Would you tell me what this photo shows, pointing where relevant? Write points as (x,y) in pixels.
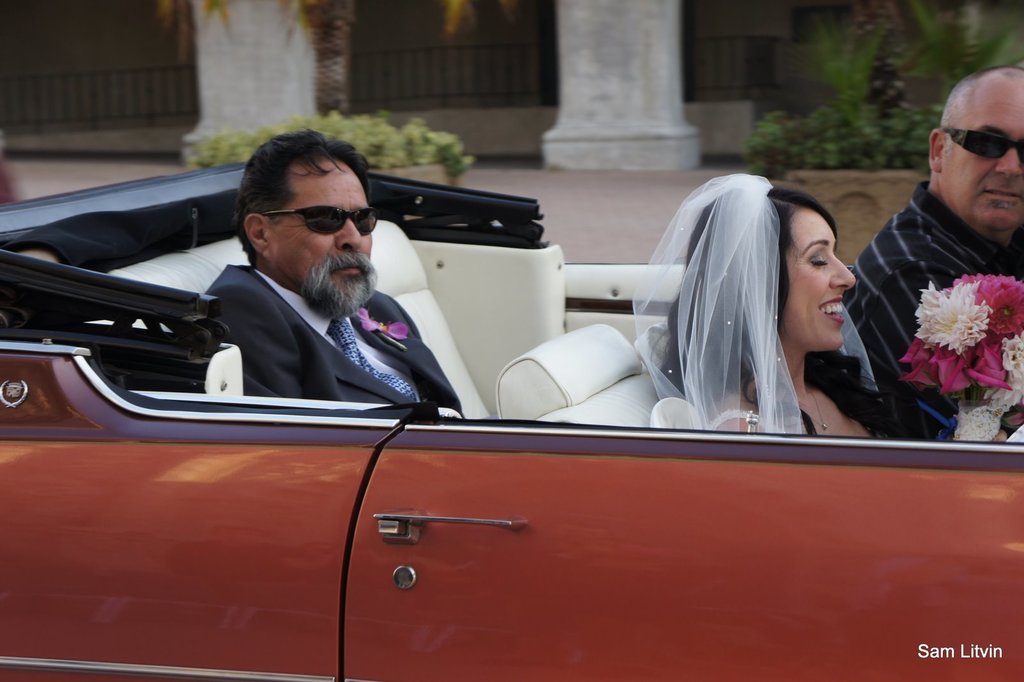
In this image there are three persons (261,377) sitting in a car (194,319). There are two men (420,359) and one woman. The car (444,456) is in red color. In the background (239,73) there is a building (481,103) and pillars (209,77) along with the plants (856,99). The man (947,219) in the front (954,246) is wearing black shirt (940,252) and black shades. The man (324,366) Who is sitting in back side seat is wearing black coat (311,346) and black shades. The woman (720,354) is wearing a white dress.
